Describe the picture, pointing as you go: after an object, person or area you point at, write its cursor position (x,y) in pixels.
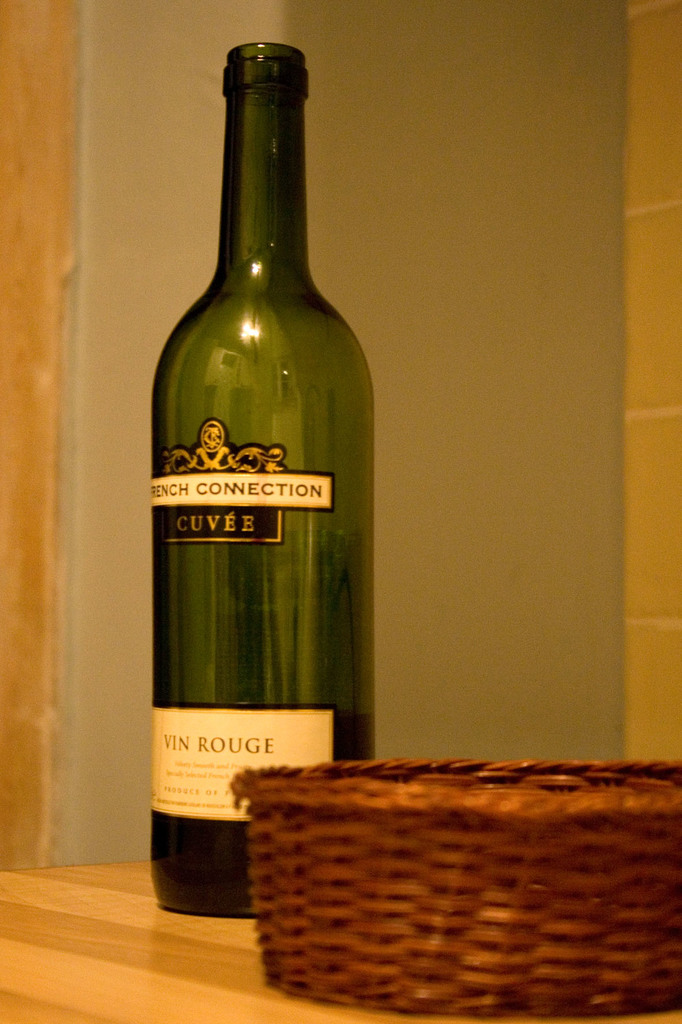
In this picture i could see green colored wine bottle (198,594) placed on the table (108,909) and beside the wine bottle (246,851) there is a basket (459,868) which is brown in color. In the background (403,229) i could see a yellow colored wall (156,285).
